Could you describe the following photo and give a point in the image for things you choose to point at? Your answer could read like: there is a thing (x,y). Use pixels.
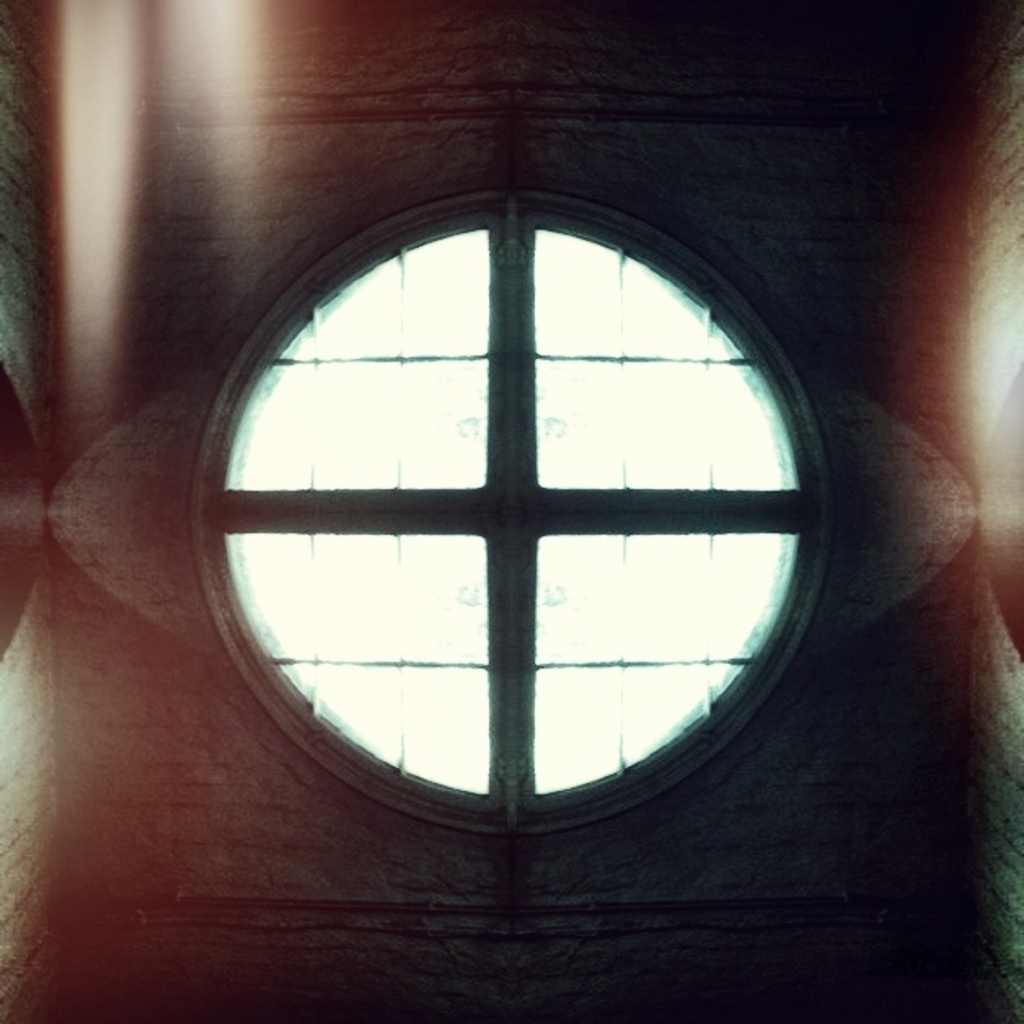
In this image we can see a wall (194,444) and glass windows (598,569).
